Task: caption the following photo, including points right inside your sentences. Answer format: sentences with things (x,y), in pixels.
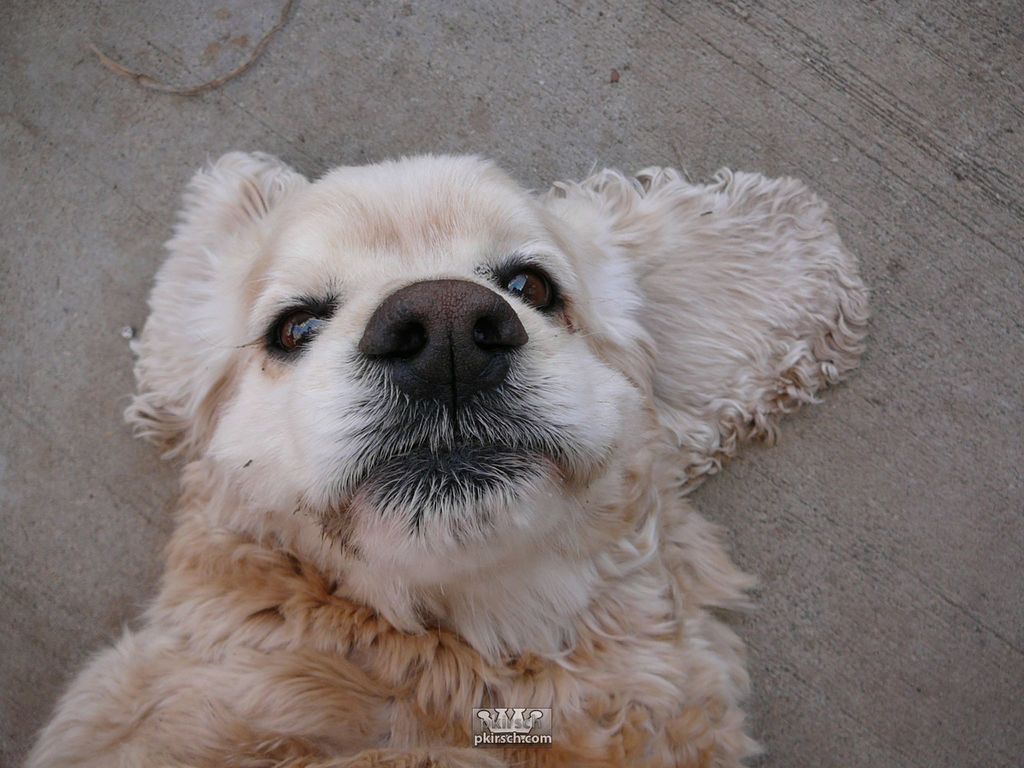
In this picture we can see a dog (458,508) in the front (499,516), at the bottom (516,735) there is a logo (528,719) and some text (483,738).
